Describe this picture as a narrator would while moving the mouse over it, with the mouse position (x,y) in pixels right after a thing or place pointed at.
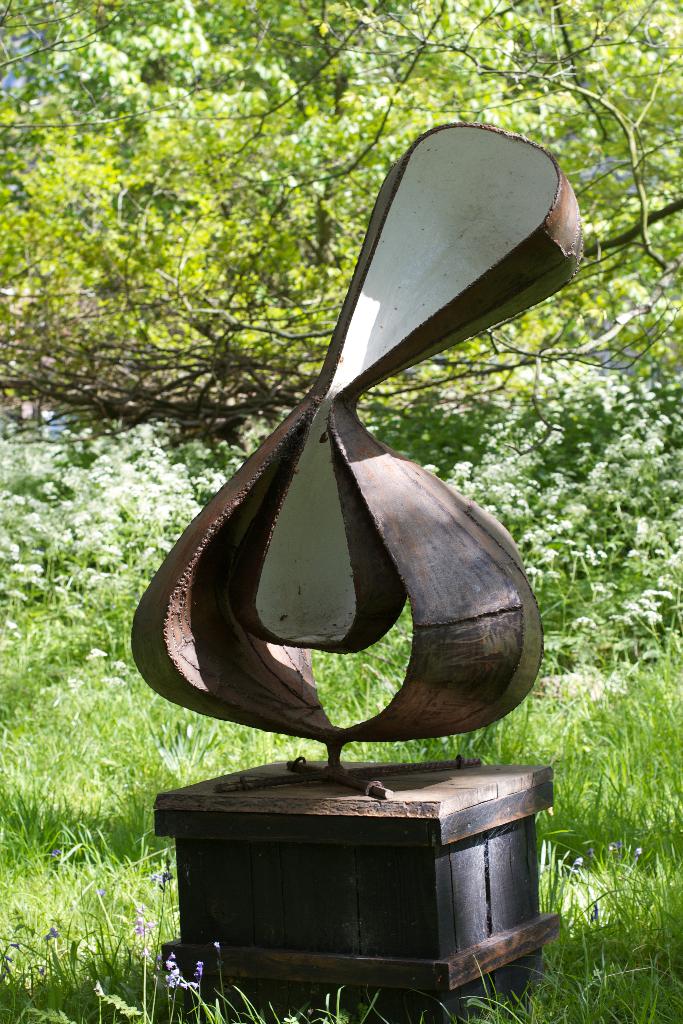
In the picture we can see a sculpture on the box shaped (278,855) placed on the grass (606,805) just besides to it we can see some grass plants (336,712) and plants (141,473).
